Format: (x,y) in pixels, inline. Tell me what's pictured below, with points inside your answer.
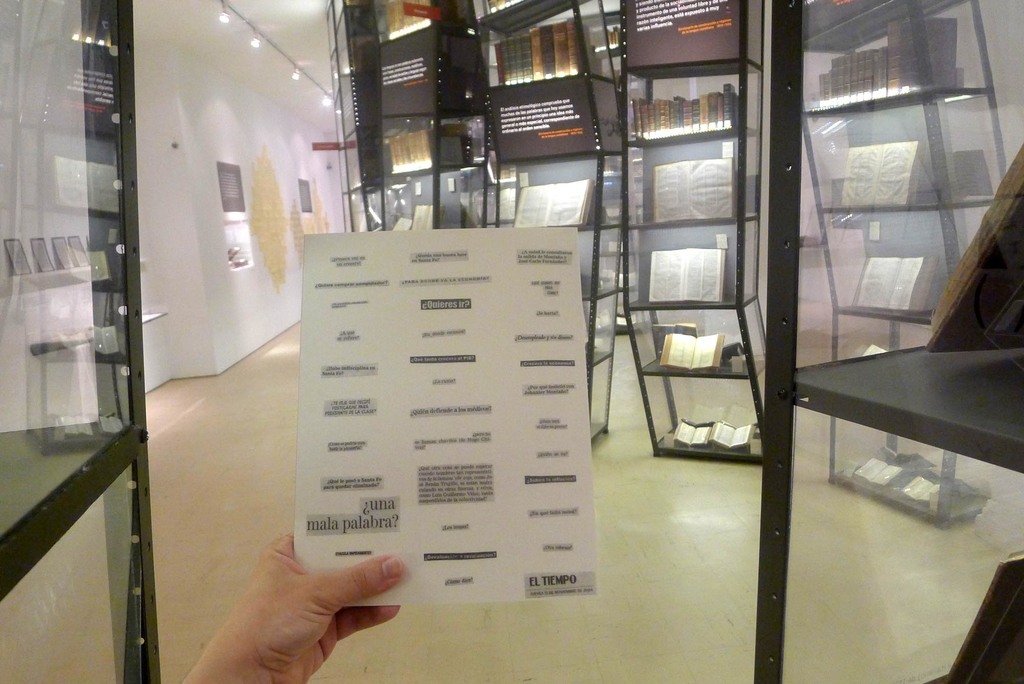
At the bottom of the image (260,558) there is a hand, in the hand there is a paper (443,583). Behind the paper (422,598) there are some bookshelves (759,40). At the top of the image (327,185) there is a wall (334,157), on the wall (334,157) there are some frames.
